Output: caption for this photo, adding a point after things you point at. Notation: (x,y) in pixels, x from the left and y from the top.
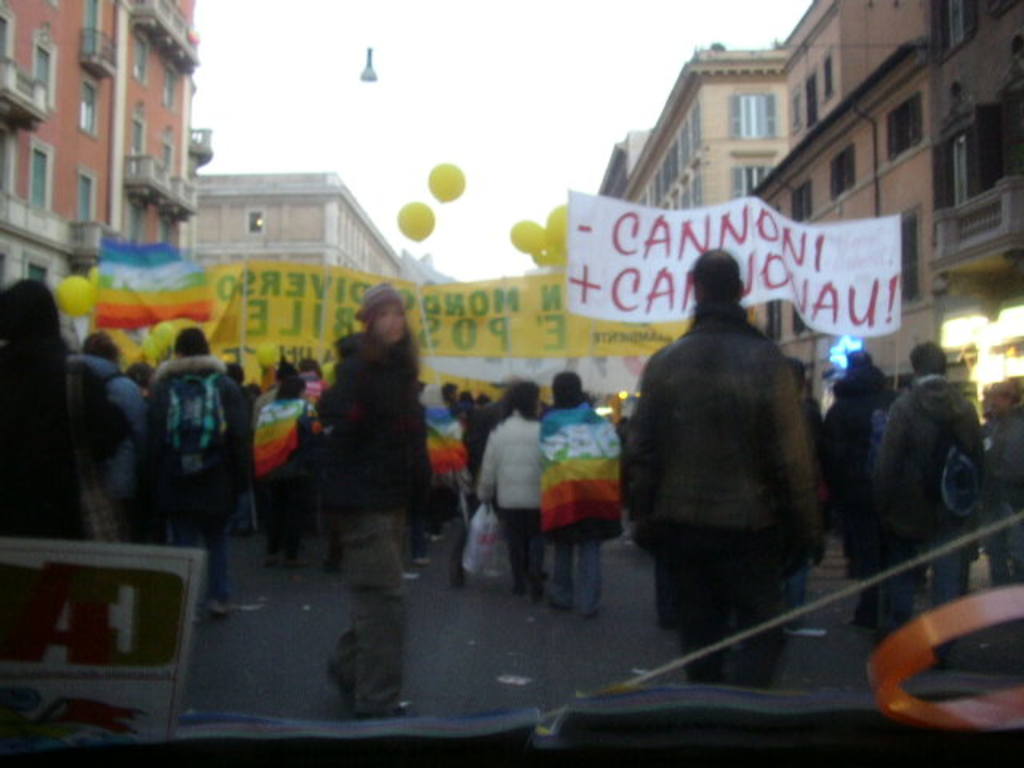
In this picture we can observe a vehicle (630,755). Through the vehicle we can observe a road (468,643) on which some people (394,464) were walking, holding some posters (622,286) which were in yellow and white color. There were men (635,442), women (367,435) and children (566,478) in this group (408,486). We can observe yellow color balloons (523,240) here. There are buildings (630,155) on either sides of this road (411,643). In the background (386,95) there is a sky (344,130).
